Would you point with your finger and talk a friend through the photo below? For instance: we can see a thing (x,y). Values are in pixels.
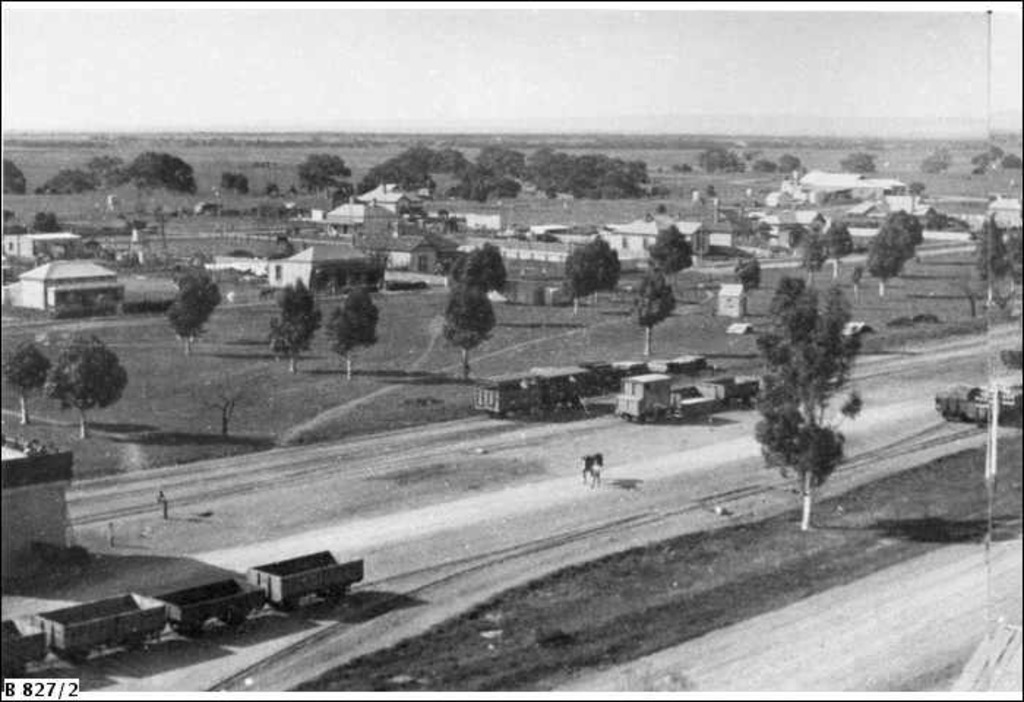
In this image, we can see so many trees (814,372), houses (36,508), vehicles (505,412), road (800,631). Top of the image (436,75), there is a sky (546,102).
